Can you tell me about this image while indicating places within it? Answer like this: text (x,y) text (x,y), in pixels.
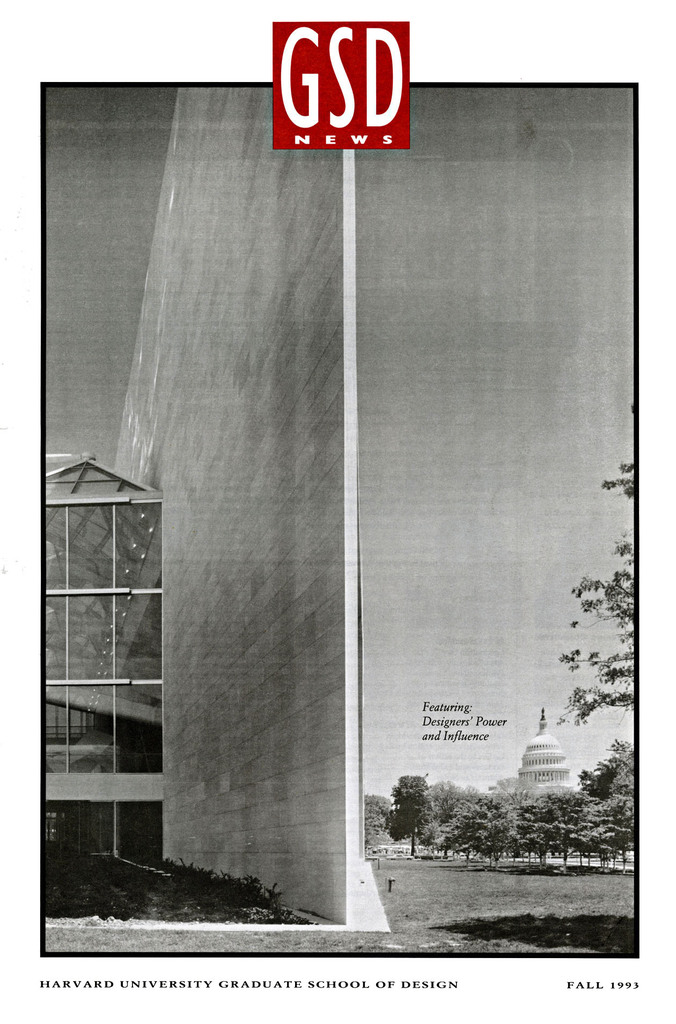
In this image I can see the magazine cover (583,750) and I can also see few building (559,773), trees (409,782) and the image is in black and white.
